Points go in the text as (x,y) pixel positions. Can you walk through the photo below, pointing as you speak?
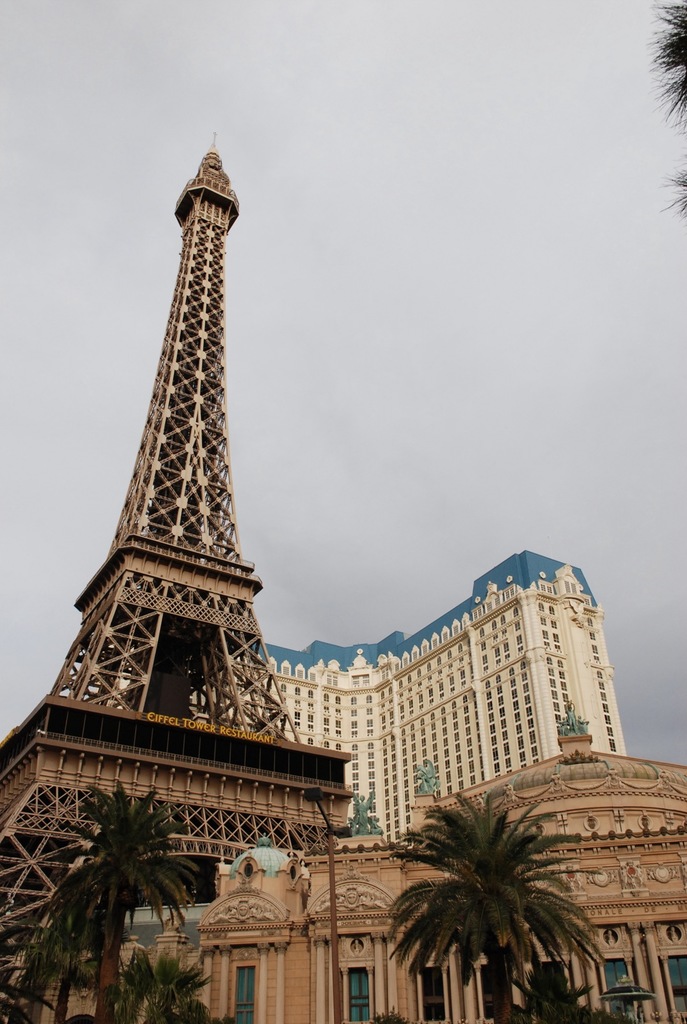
In the center of the image (236,621) we can see buildings (414,762), windows (361,786), tower (231,837). At the bottom of the image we can see trees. At the top of the image (320,242) we can see the sky (299,266).
